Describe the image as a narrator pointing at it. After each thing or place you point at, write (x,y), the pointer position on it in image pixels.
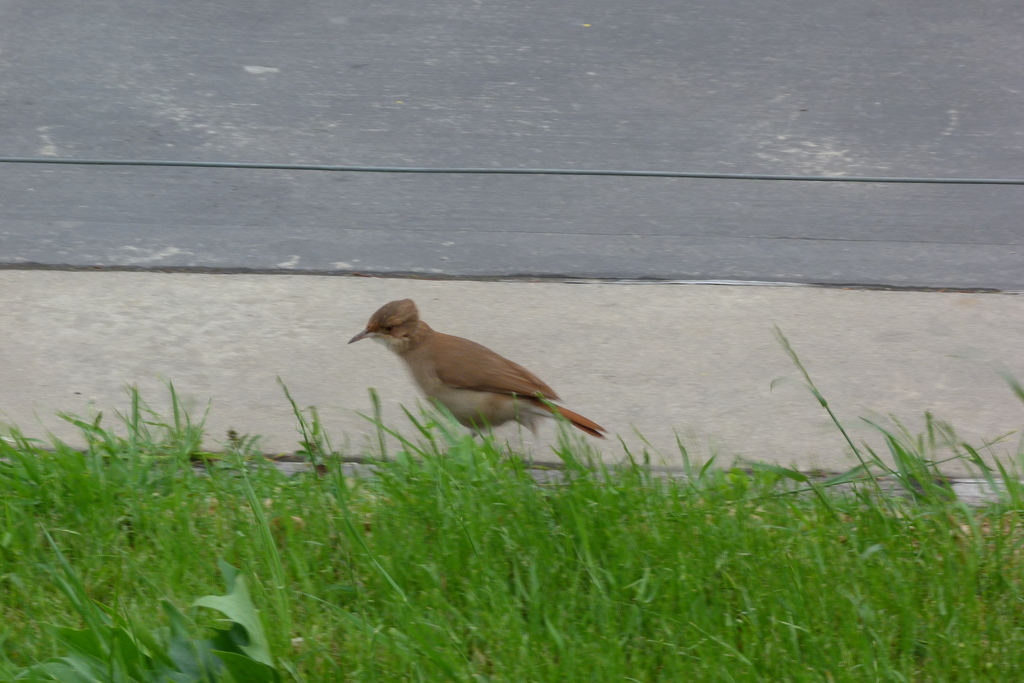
In this image there is a bird (446,351) on the ground (413,425). In the foreground (431,583) there is grassland (321,583). In the background (594,137) there is a road (583,165).
